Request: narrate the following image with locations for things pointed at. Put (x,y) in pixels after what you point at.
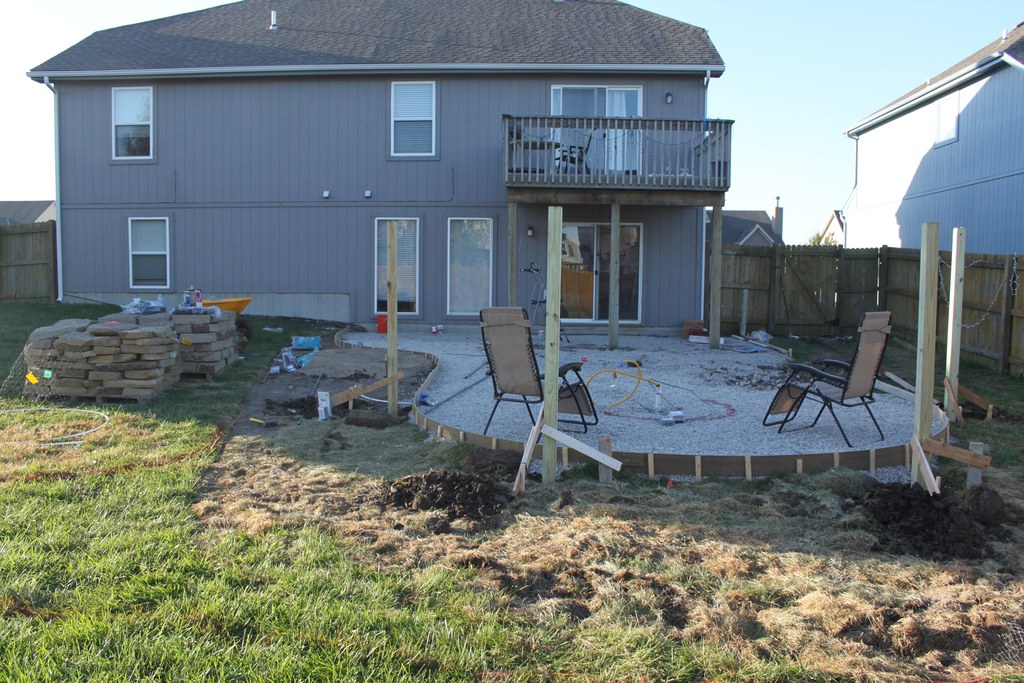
At the bottom (125,529) I can see grass (332,613). In the middle (491,360) I can see stones (714,390), chairs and a fence (944,335). In the background (574,245) I can see a house (438,240), windows (404,221), trees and the sky (763,154). This image is taken during a sunny day.
